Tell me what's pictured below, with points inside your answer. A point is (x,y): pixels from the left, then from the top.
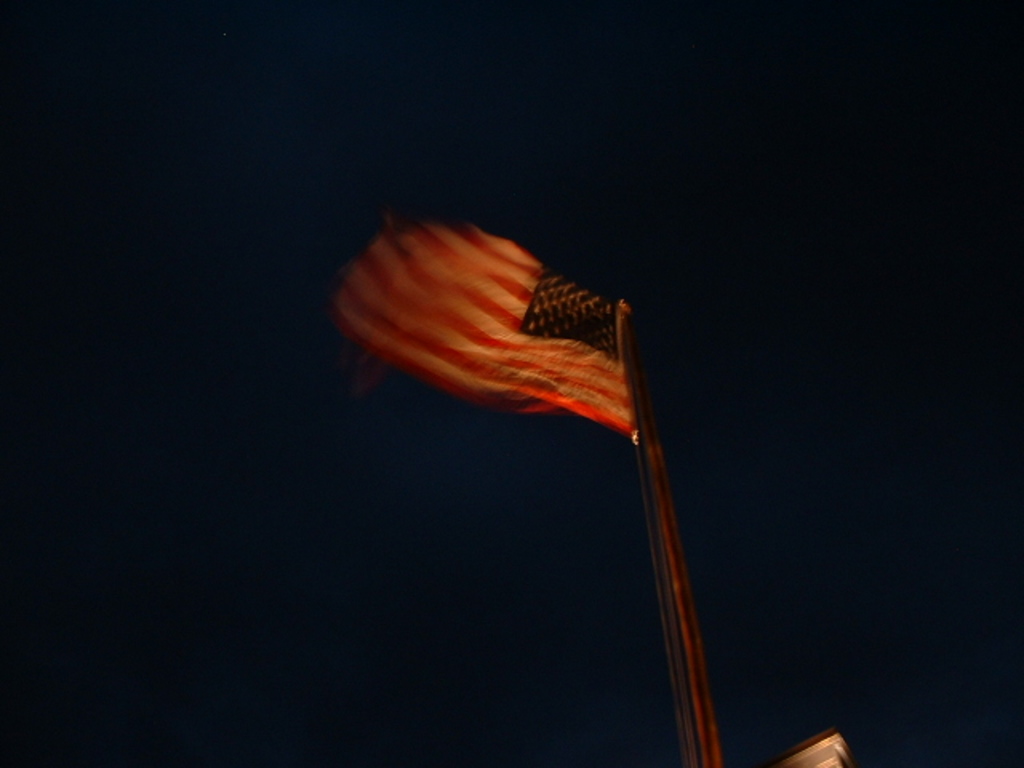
In this image we can see the flag (561,368) to a pole (638,413).
